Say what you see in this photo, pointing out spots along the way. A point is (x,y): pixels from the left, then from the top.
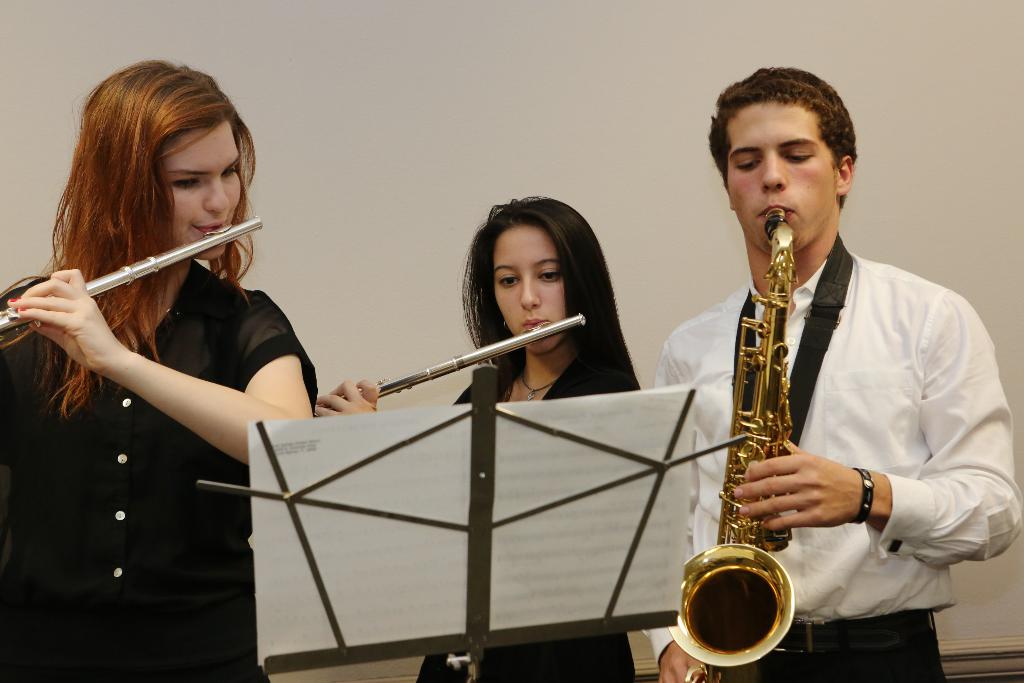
In this image there are three persons (146,350) playing musical instruments (495,351), there are papers (445,608) on the stand (479,636), the background of the image (380,134) is white in color.
